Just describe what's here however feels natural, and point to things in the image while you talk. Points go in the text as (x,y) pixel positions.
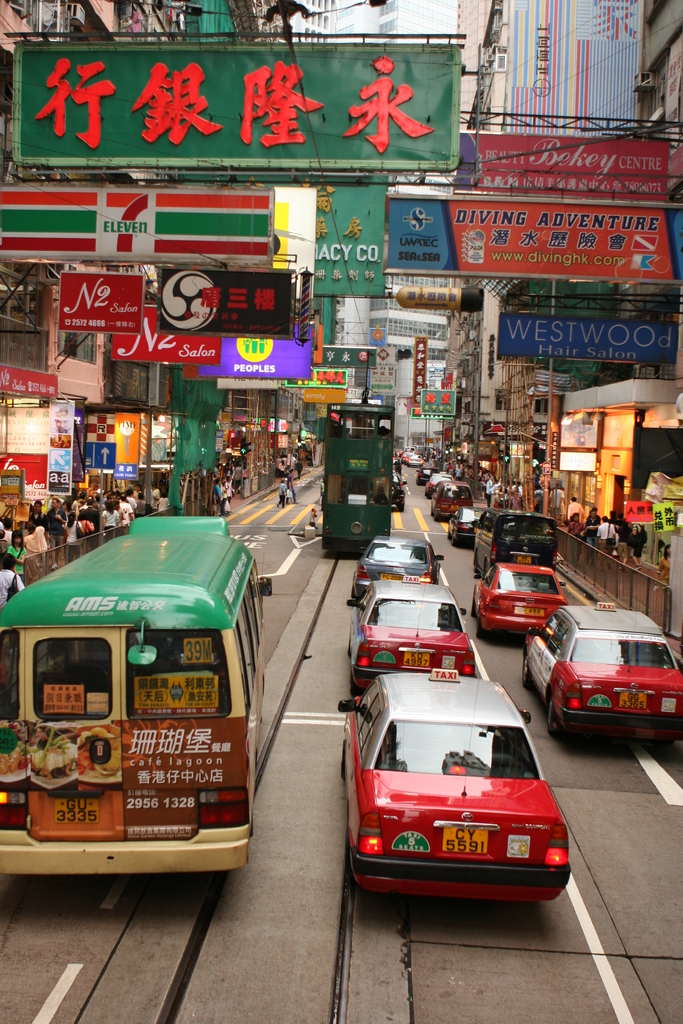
Here there are vehicles (408,709) on the road (330,688). To either side of the road (319,677) we can see fences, few persons (119,493), stores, buildings (98,375) and hoardings (186,295). In the background (292,257) there are buildings (105,270), hoardings boards (347,152), poles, windows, wires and other objects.
